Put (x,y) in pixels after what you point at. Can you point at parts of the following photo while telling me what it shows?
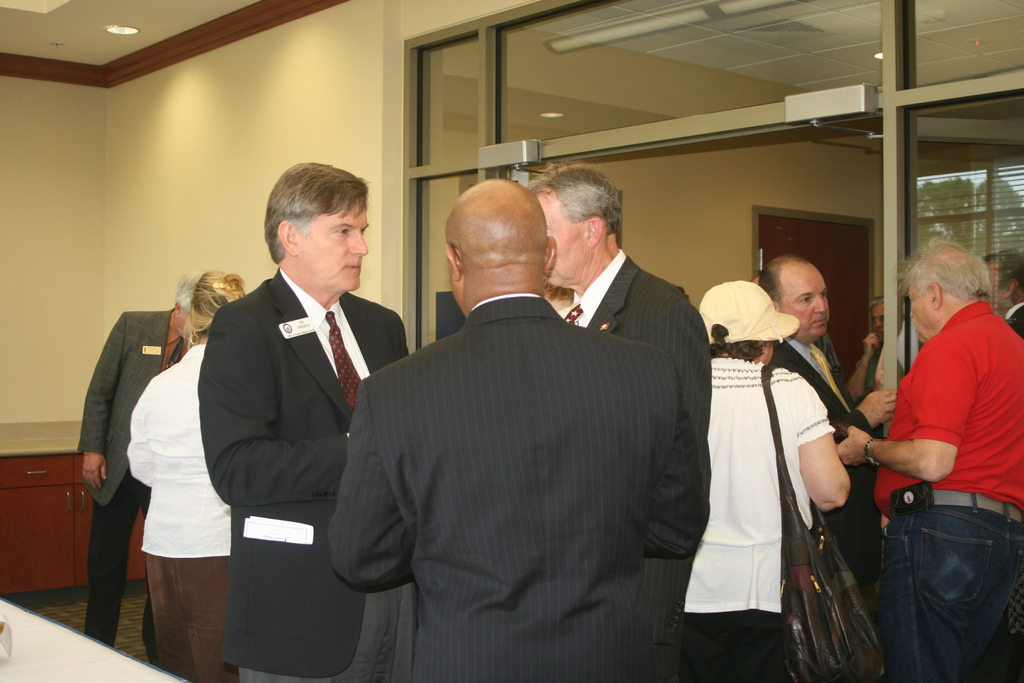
In this image I can see in the middle (525,395) three men (483,410) are standing, they are wearing coats (546,458), ties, shirts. On the right side (885,257) few people (797,366) are standing, there is a glass entrance (721,115). At the top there is the ceiling light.
